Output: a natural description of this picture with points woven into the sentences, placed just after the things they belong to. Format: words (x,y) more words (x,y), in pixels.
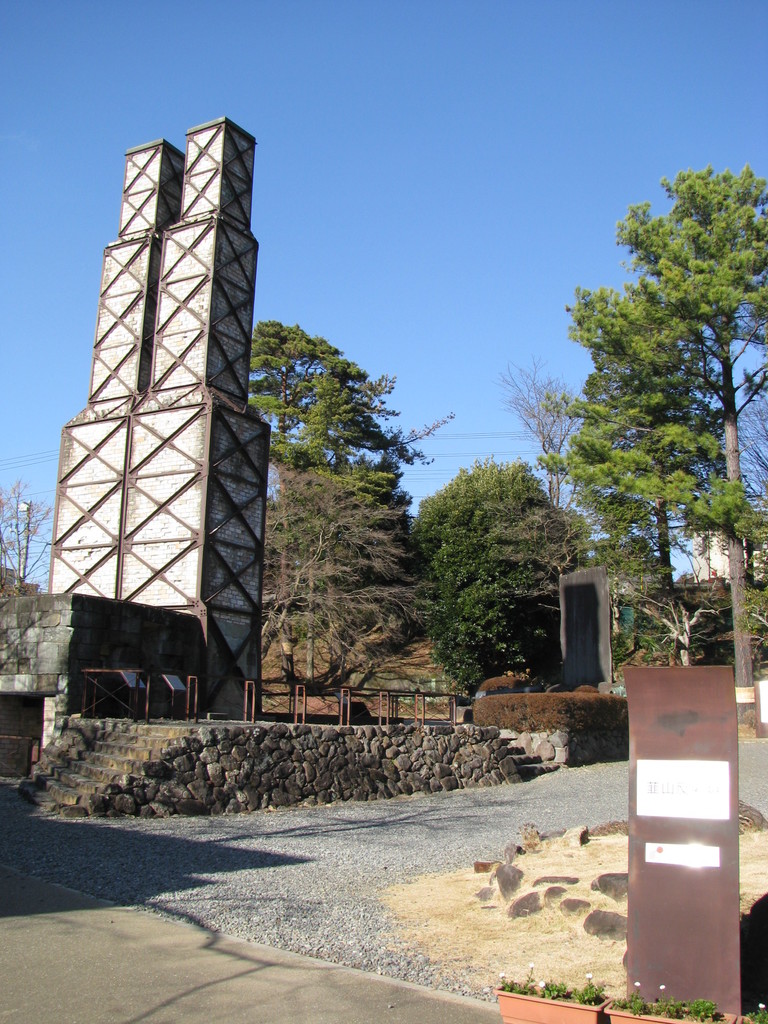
In this image I can see a building (176,569) in gray color, background (460,549) I can see trees (506,551) in green color and sky (418,58) in blue color.
